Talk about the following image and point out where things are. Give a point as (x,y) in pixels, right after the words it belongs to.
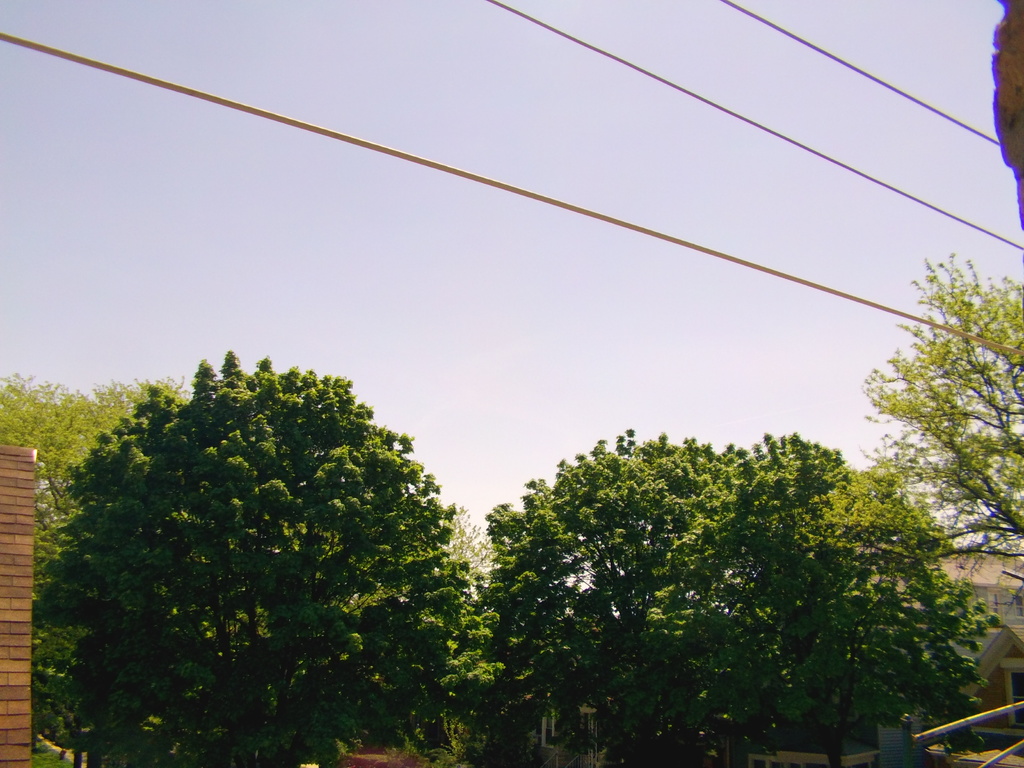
In this picture there are some trees (714,492). I can observe three wires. In the background (316,270) there is a sky (312,300).
